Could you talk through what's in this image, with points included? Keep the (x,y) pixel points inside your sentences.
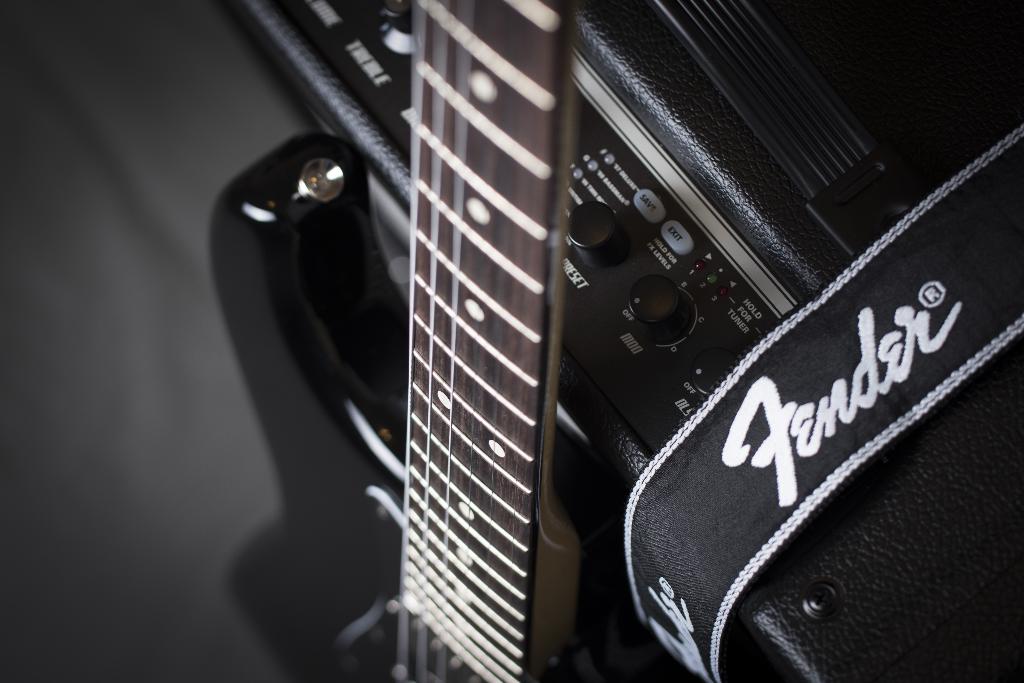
In this image there is a musical instrument (505,335) and a machine (658,292).
